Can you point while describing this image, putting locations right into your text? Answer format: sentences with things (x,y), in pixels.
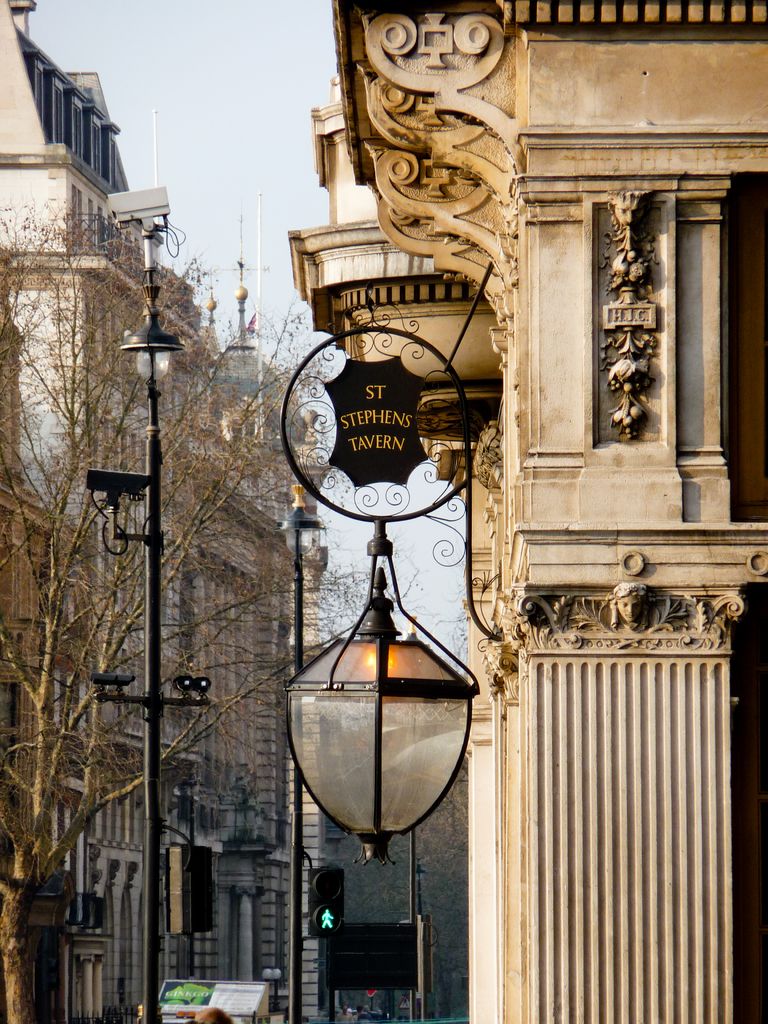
In this image there are buildings (505,328) and trees (104,605). In the foreground (558,576) there is a small board (404,406) hanging to the wall (473,421) of the building (529,378). There is text (360,410) on the board (366,403). Below the board (362,459) there is a lamp (391,675). In between the buildings (134,688) there are street light poles (157,864) and traffic signal poles (294,893). At the top (247,101) there is the sky (259,78). There are sculptures (640,410) on the wall (576,568) of the building (628,615).
